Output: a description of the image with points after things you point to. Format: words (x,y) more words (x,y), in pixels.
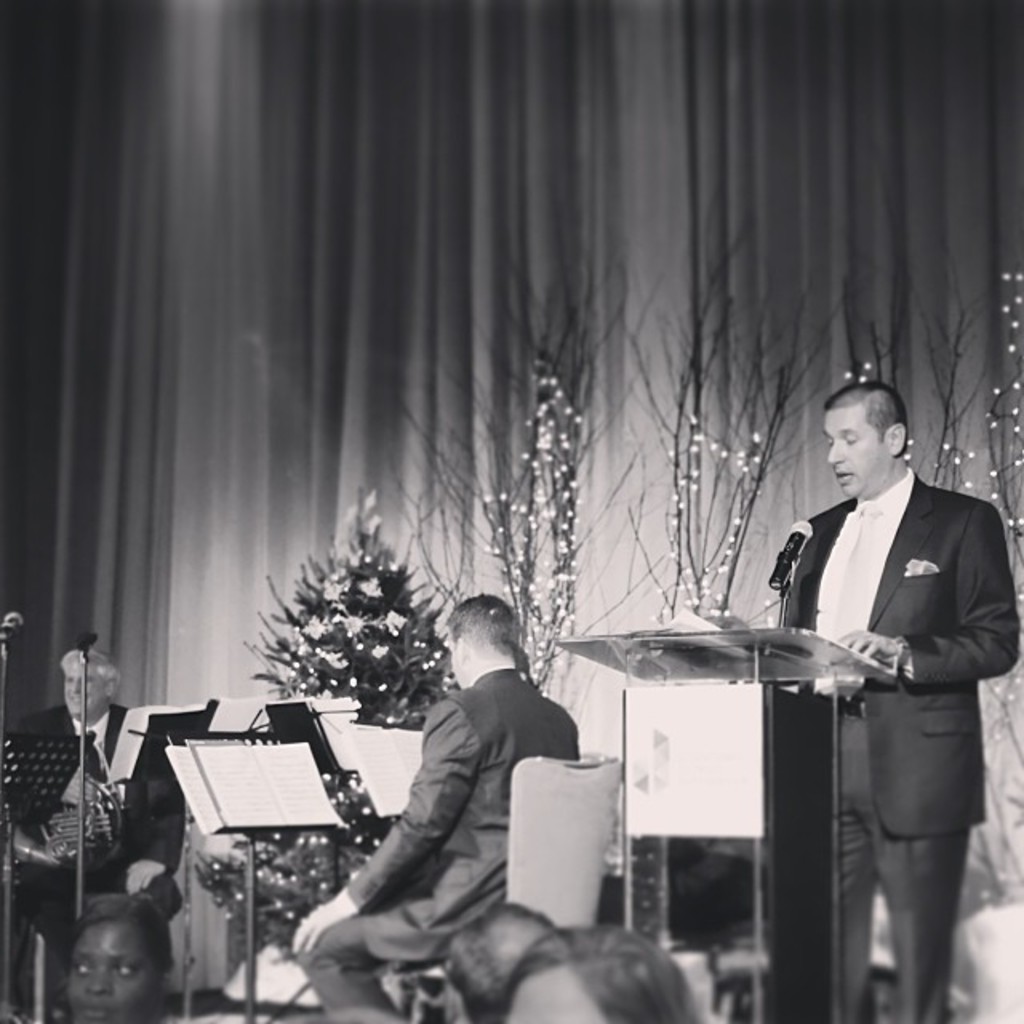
In this image we can see some persons (454,855) sitting on chairs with sheet music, at the foreground of the image (880,667) there is person (845,605) wearing suit (866,721) standing behind the block (759,629) and there is microphone (783,622) on it and at the background of the image (579,480) there are some plants (471,555) and curtains (169,395).
